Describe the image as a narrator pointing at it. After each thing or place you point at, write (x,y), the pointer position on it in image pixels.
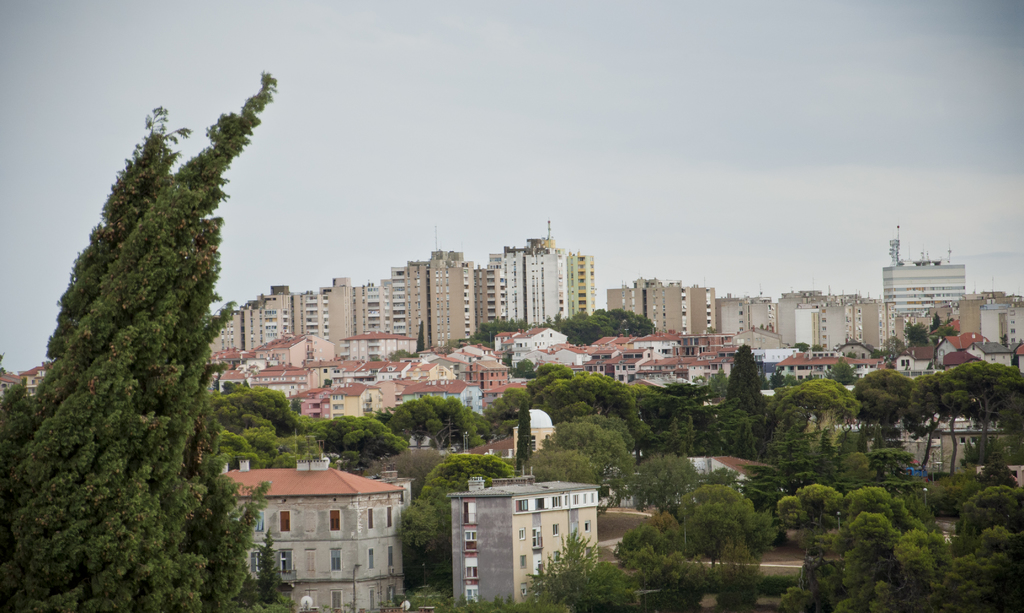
This is a picture of a city (313,524). In the foreground of the picture (78,450) there are trees (770,433), buildings (593,360). Sky (860,270) is cloudy.
